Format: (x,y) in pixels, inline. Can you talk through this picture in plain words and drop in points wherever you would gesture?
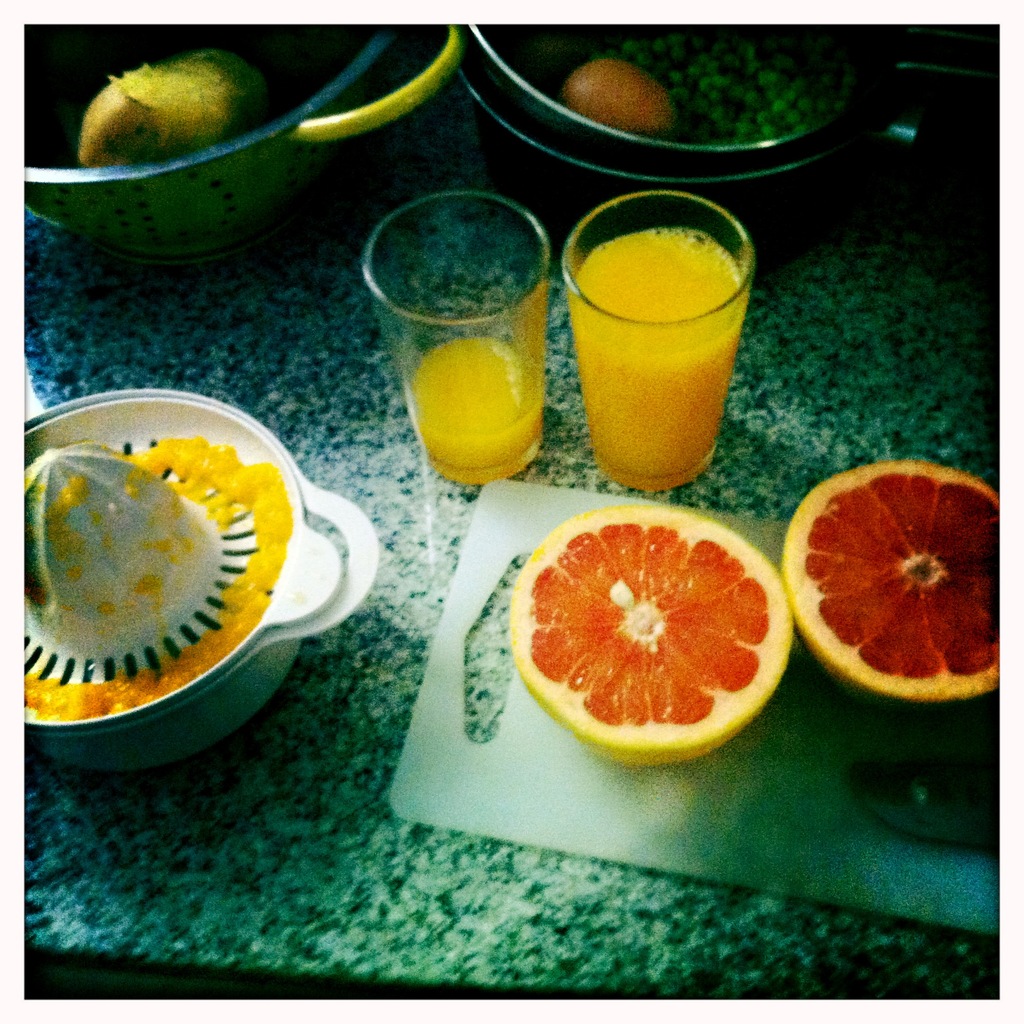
In this picture we can observe a table (316,805) on which there is a vegetable cutting plate (483,788). We can observe two fruits (683,586) and two glasses (485,369) with some juice (628,339) in them. On the left side (174,430) we can observe a fruit squeezing object (119,557) which is in white color. We can observe two bowls (402,88) here.
